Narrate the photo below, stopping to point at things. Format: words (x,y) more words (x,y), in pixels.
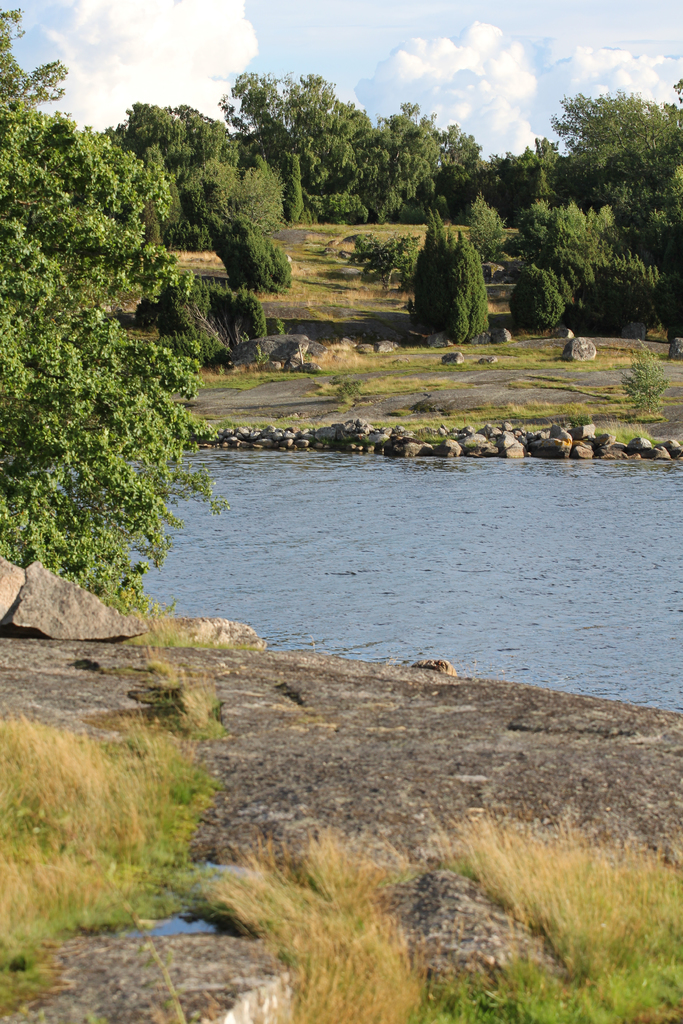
We can see grass (148,753), stones (173,661), tree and water (671,560). In the background (322,297) we can see grass (381,356), trees (472,267) and sky (445,111).
